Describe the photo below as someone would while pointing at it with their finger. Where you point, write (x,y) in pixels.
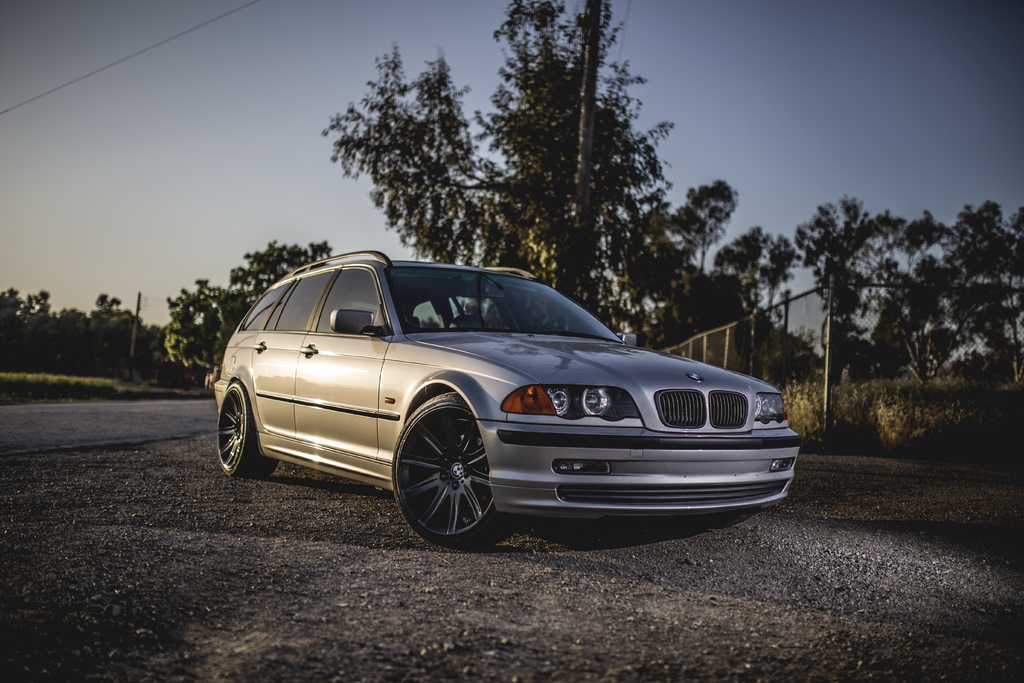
In this image we can see a vehicle (483,457) on the ground (355,492), there are some trees (90,359), plants (61,383), poles (826,363) and fence (800,352), in the background (760,124), we can see the sky (761,138).
